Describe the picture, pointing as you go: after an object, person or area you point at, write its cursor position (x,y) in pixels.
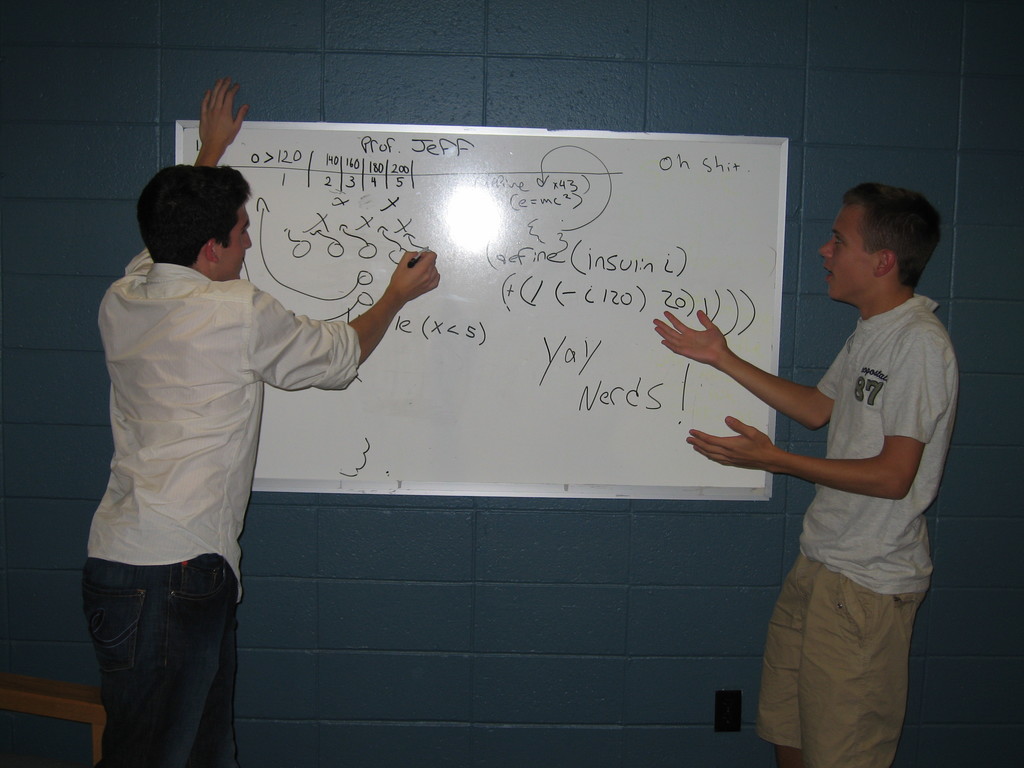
In this picture there are two men (247,481) standing, among them one man (395,282) is holding a sketch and writing on a board (575,223), behind a board (575,223) there is wall (801,126).
